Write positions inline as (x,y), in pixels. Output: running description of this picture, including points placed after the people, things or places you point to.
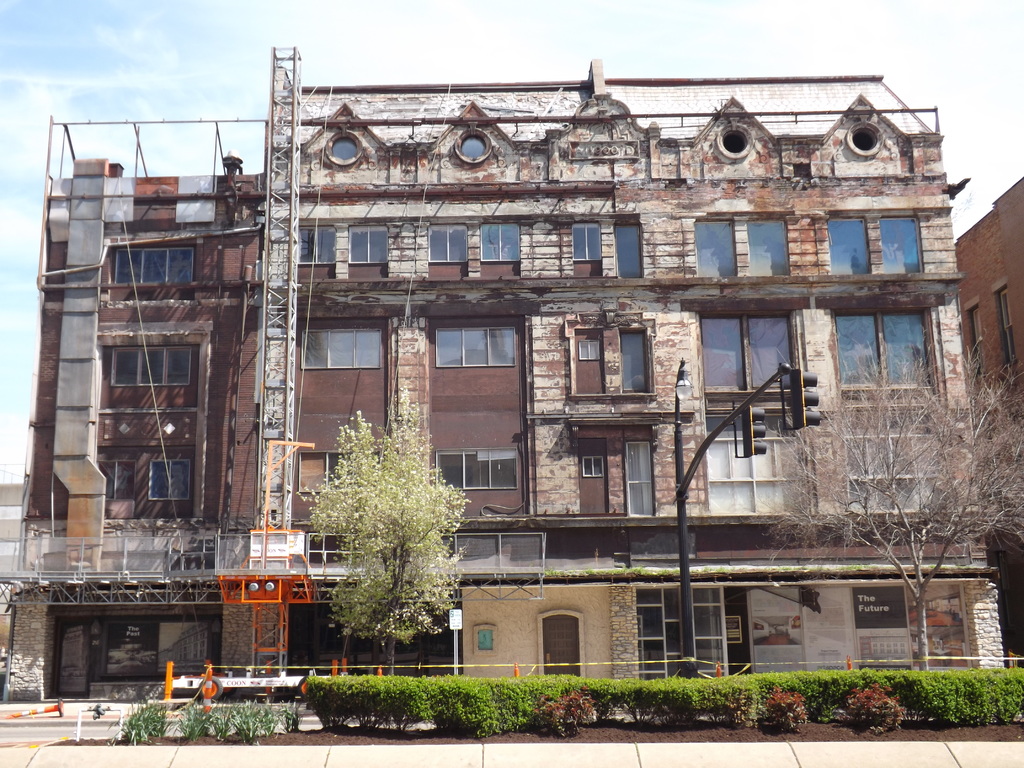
In the picture I can see shrubs (126,725), traffic signal poles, trees (999,398), boards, some objects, a building (716,640) and the blue color sky (104,53) with clouds (753,6) in the background (57,32).
